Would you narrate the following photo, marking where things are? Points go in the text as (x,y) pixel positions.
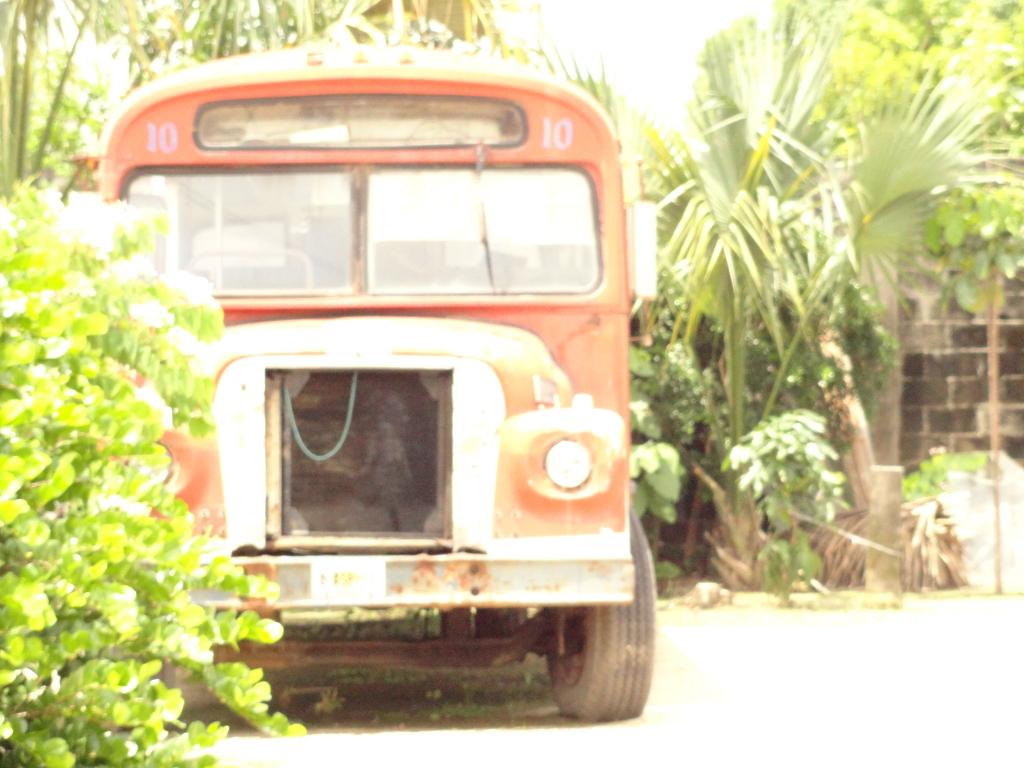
Here in this picture we can see a bus (496,286) present on the road (537,683) and we can see plants (104,356) and trees (238,51) covered over there.
